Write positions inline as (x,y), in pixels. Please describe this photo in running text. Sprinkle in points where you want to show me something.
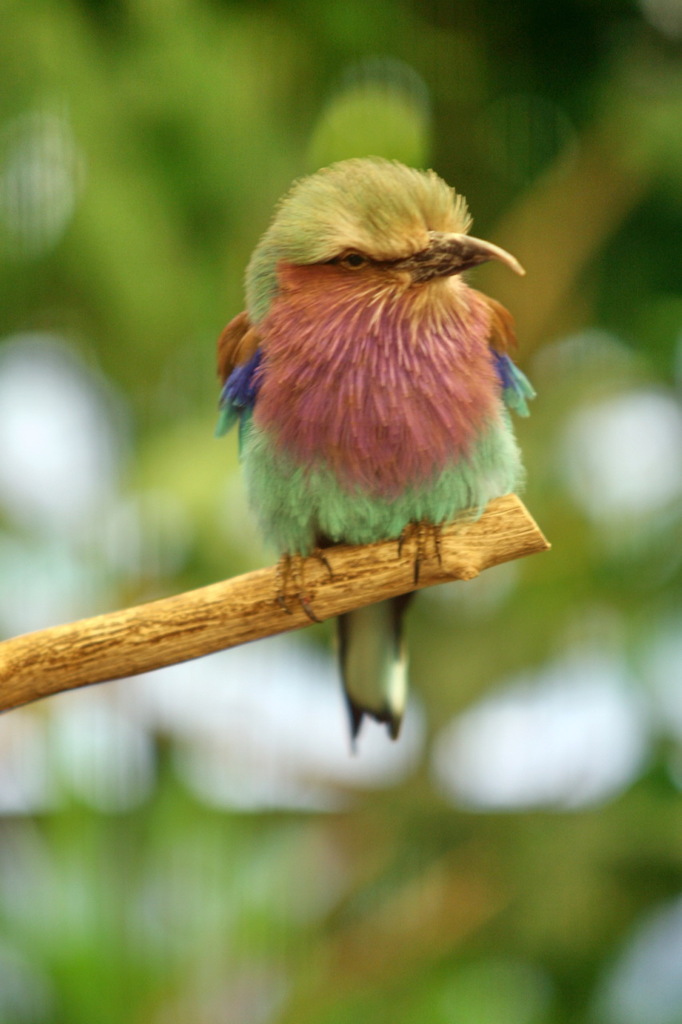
In the center of the image (392,509) we can see a bird (420,496) on the branch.
